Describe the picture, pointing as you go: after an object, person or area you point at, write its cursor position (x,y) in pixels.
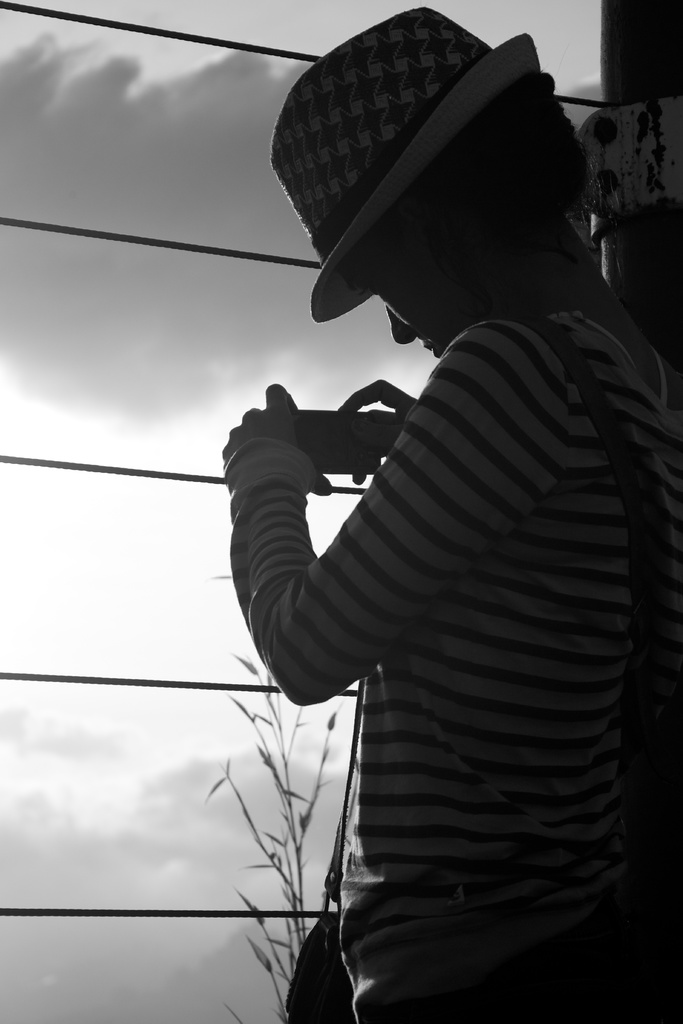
In this image I can see a person (579,664) standing, wearing a hat (340,261) and holding an object (336,443). There is a girl (592,686) and a plant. This is a black and white image.
